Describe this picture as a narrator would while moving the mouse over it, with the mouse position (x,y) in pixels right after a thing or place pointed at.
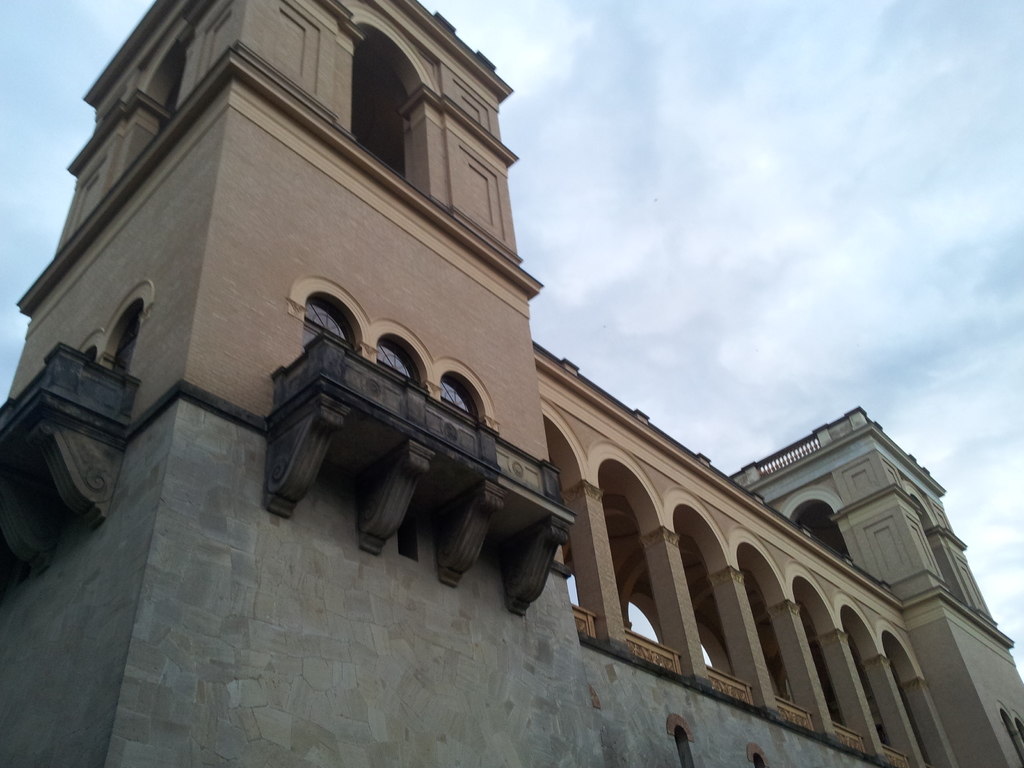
This picture might be taken outside of the building (673,638). In this image, we can see pillars (688,624), window (460,378). On the top (673,196), we can see a sky (1000,380).
